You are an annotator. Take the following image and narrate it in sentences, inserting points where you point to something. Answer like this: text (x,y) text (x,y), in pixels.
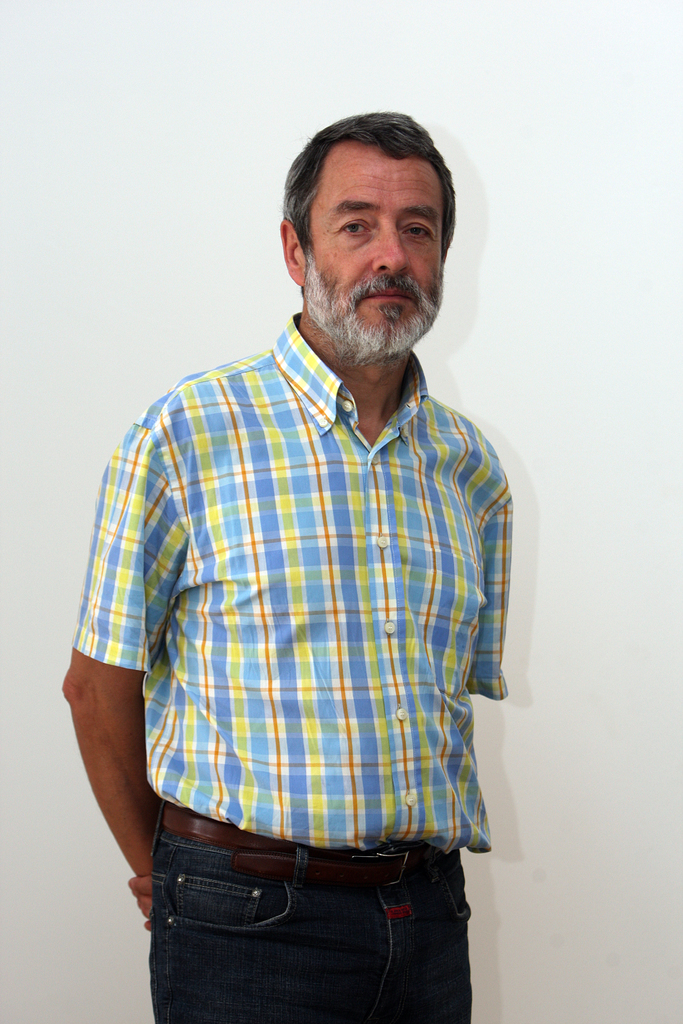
In this picture I can see a man (237,1002) standing and I can see white color background (80,99).
